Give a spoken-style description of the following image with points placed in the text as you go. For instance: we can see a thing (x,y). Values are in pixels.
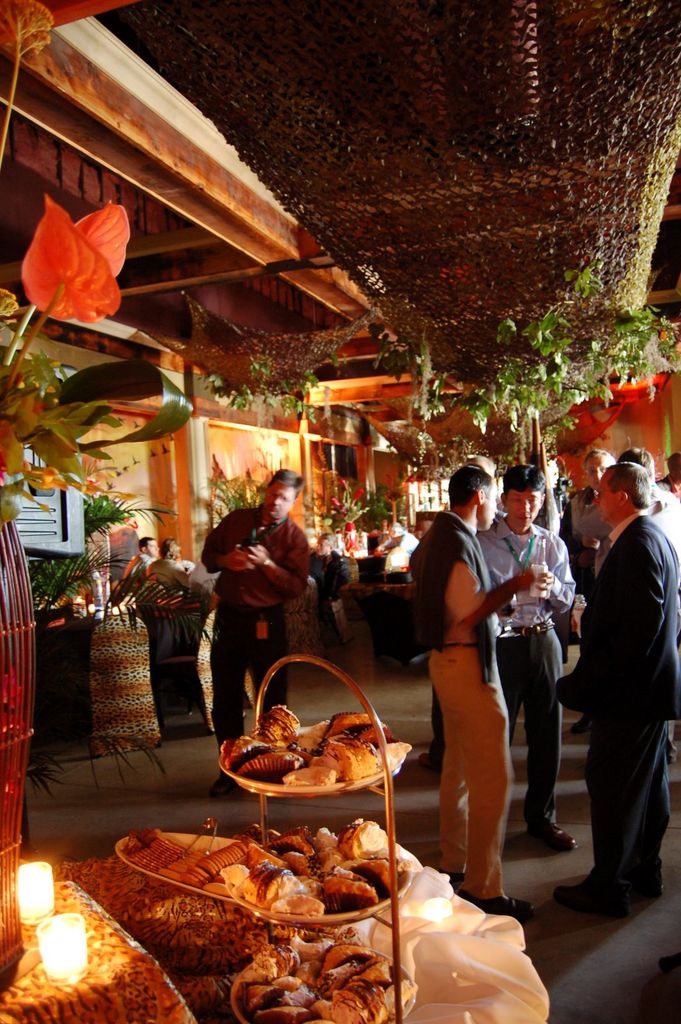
This is an image clicked in the dark. At the bottom (401,920) there is a table (480,968) which is covered with a white color cloth (474,953). On the table (442,937) some food items (249,760) are placed. On the left side (23,642) there is a flower vase (10,520). On the right side (507,552) few people (533,665) are standing on the floor (567,945). It seems like they are speaking. In the background (176,573) few people (408,532) are sitting and also there is a building (232,441).
